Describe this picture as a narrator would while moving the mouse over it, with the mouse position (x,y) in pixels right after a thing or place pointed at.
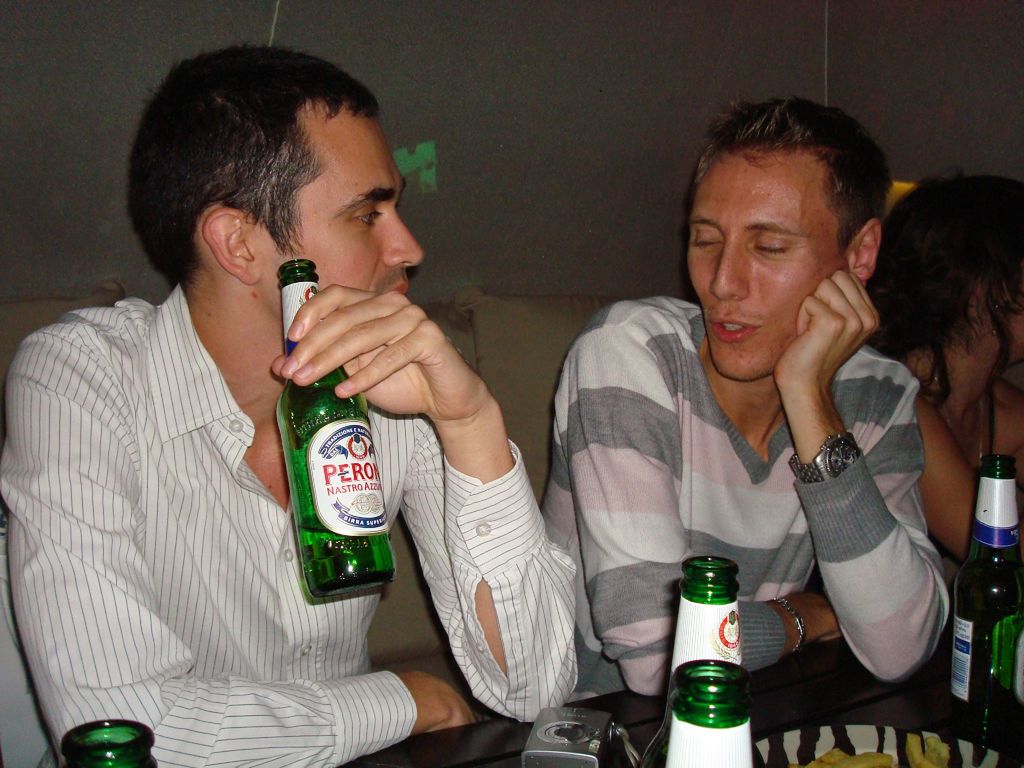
A person (104,495) wearing a white shirt (203,511) is holding a green bottle (330,466) with a label (355,478). Another person (672,503) sitting next to him wearing a watch (828,459) and talking. In the front (827,714) there is a table (810,706). On the table (786,704) there are bottles (714,662), camera (557,724). In the back (526,264) there's a wall (157,77).
